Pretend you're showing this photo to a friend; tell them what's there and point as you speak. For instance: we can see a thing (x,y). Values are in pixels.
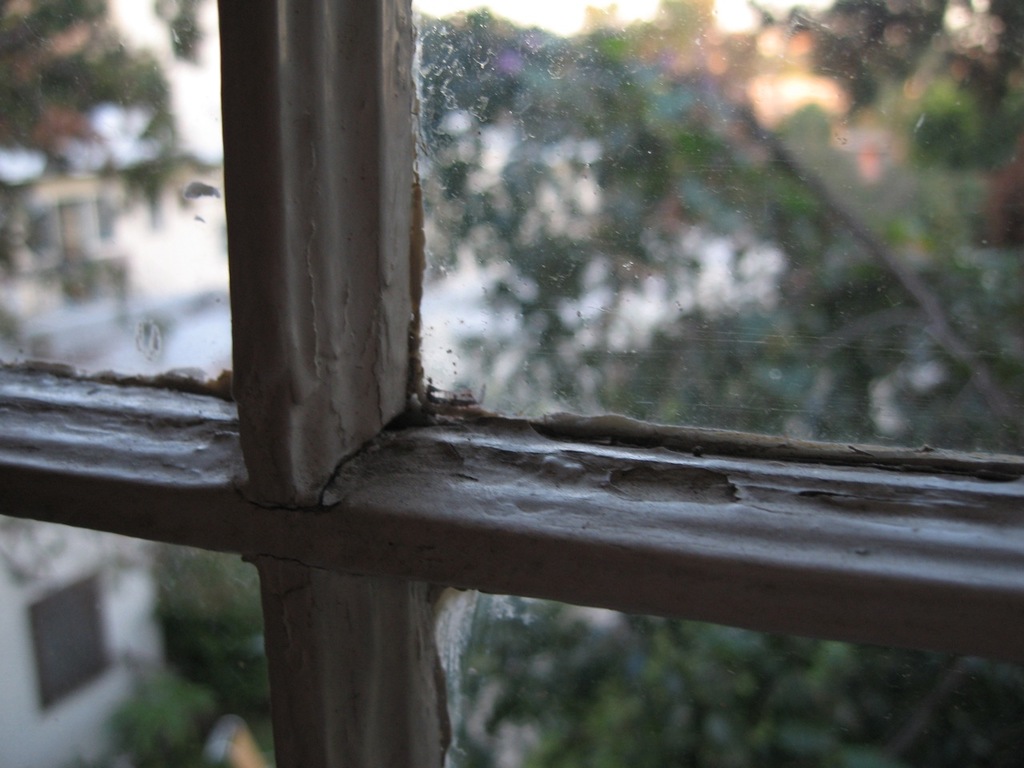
In the image we can see glass window (410,451) and out of the window (705,337) we can see the trees (879,296) and the image is slightly blurred.
